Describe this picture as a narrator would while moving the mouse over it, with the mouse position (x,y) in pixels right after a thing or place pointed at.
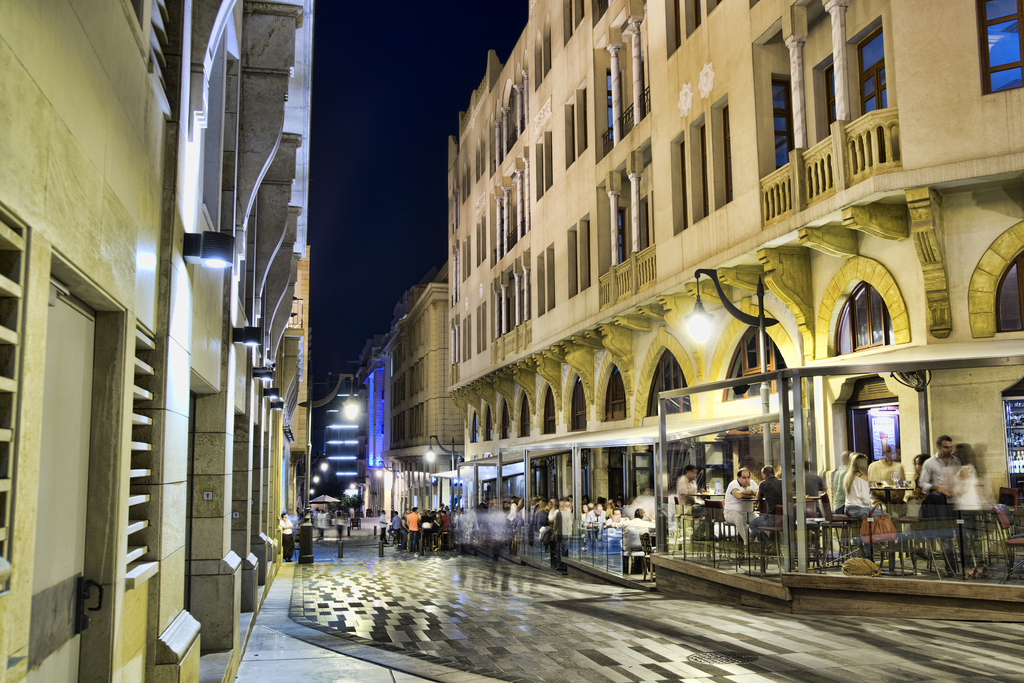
On the right side (768,631), there is a road (872,668), on which there are persons (406,527). On both sides of this road (872,668), there are buildings (497,91). There are persons (917,470) sitting on chairs (832,511) which are arranged on the floor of a building (617,394). In the background (391,29), there is the sky (385,55).
